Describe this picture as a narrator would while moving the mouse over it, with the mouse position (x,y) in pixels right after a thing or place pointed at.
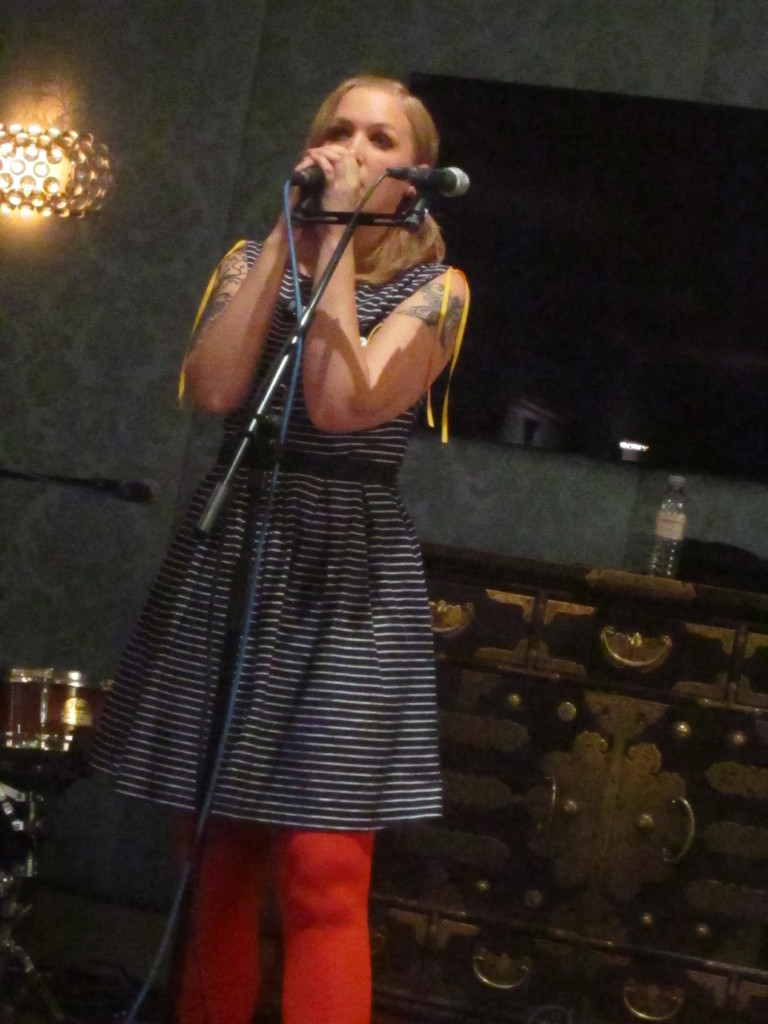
In this image I can see the person (287,655) standing in-front of the mics (249,435) and wearing the black, white and red color dress (265,598). In the background (20,829) I can see the musical instrument (13,693), bottle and the light (30,181).
